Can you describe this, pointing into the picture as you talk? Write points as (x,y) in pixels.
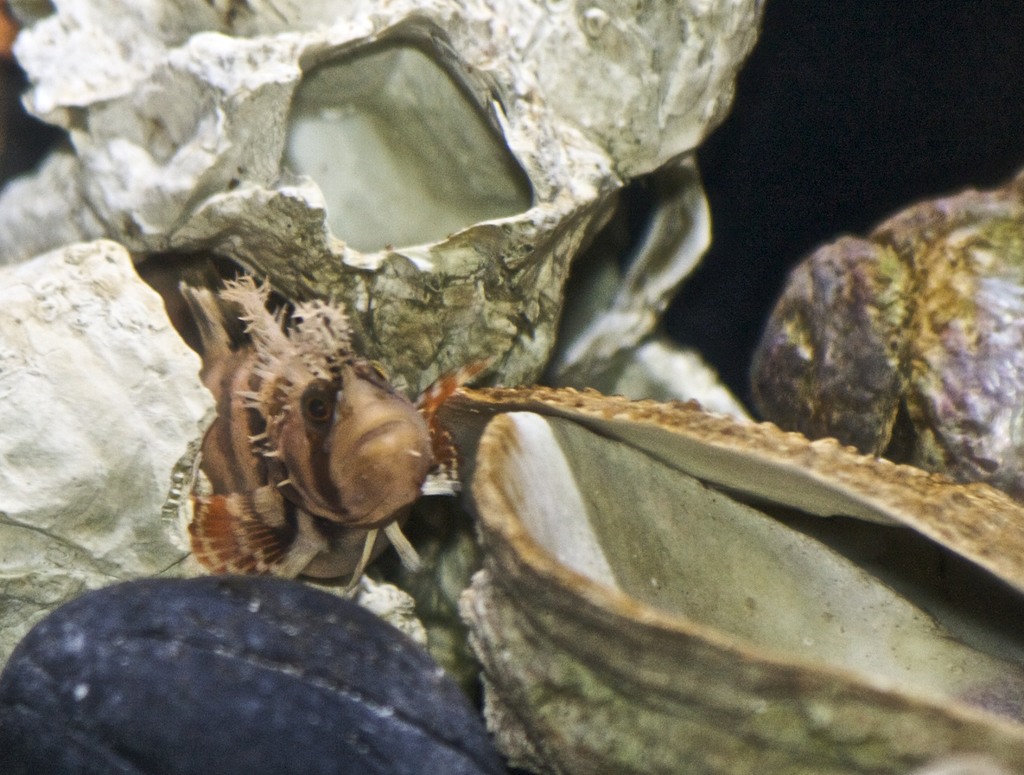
In this image there are some objects (130,168) and in the center (359,475) there is one fish (279,418).
